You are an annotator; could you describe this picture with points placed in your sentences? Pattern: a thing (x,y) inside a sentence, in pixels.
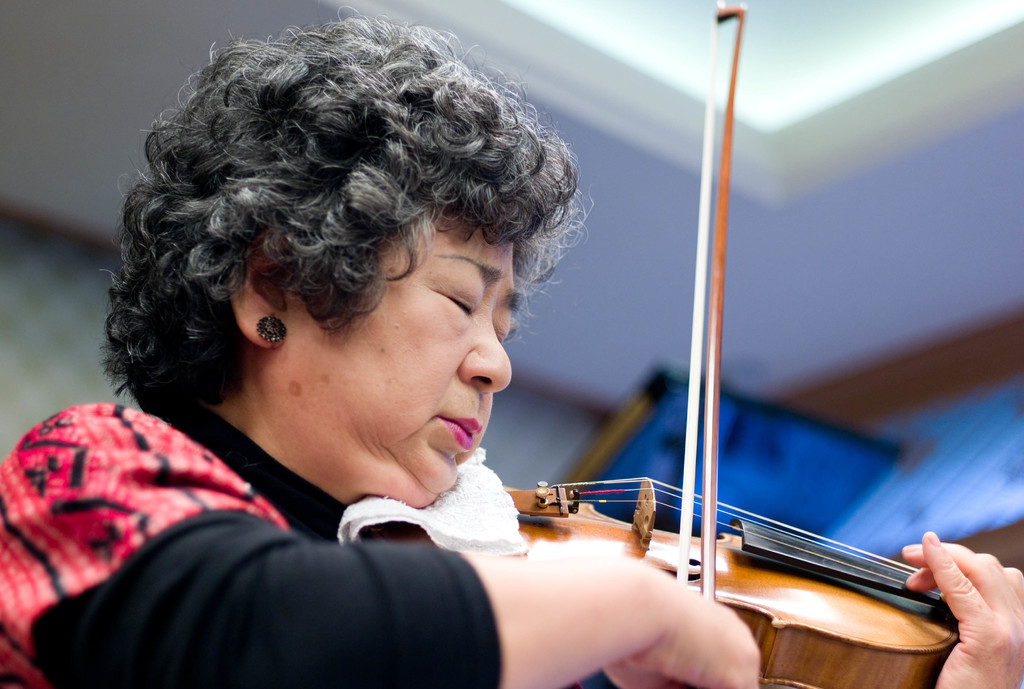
The woman (407,294) is closing her eyes (466,296) and playing violin (672,538).
